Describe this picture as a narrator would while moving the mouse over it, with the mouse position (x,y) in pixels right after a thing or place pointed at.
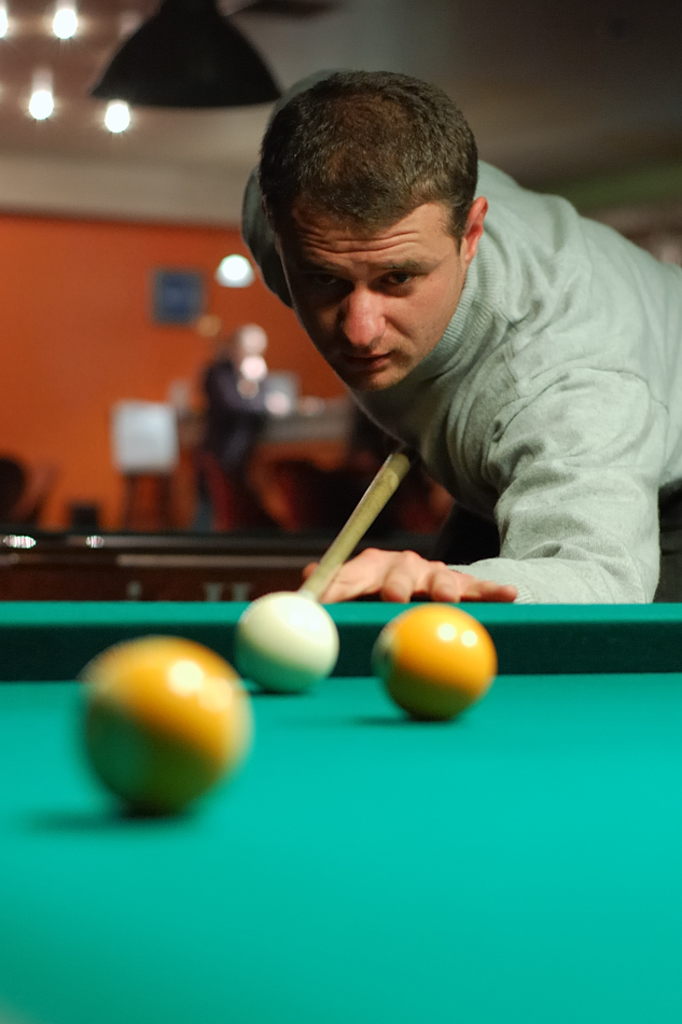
As we can see in the image there is a man (413,562) playing billiards.
